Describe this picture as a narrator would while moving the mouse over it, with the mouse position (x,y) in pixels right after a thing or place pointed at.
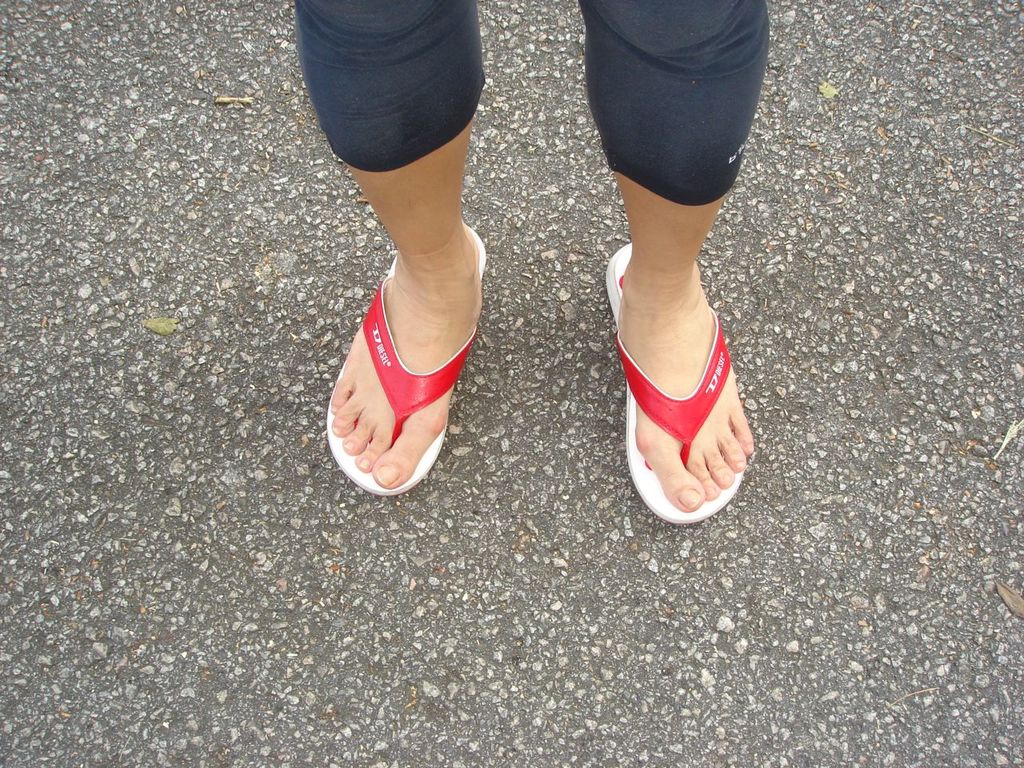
In this picture I can see a human (350,399) standing on the road (75,33).
